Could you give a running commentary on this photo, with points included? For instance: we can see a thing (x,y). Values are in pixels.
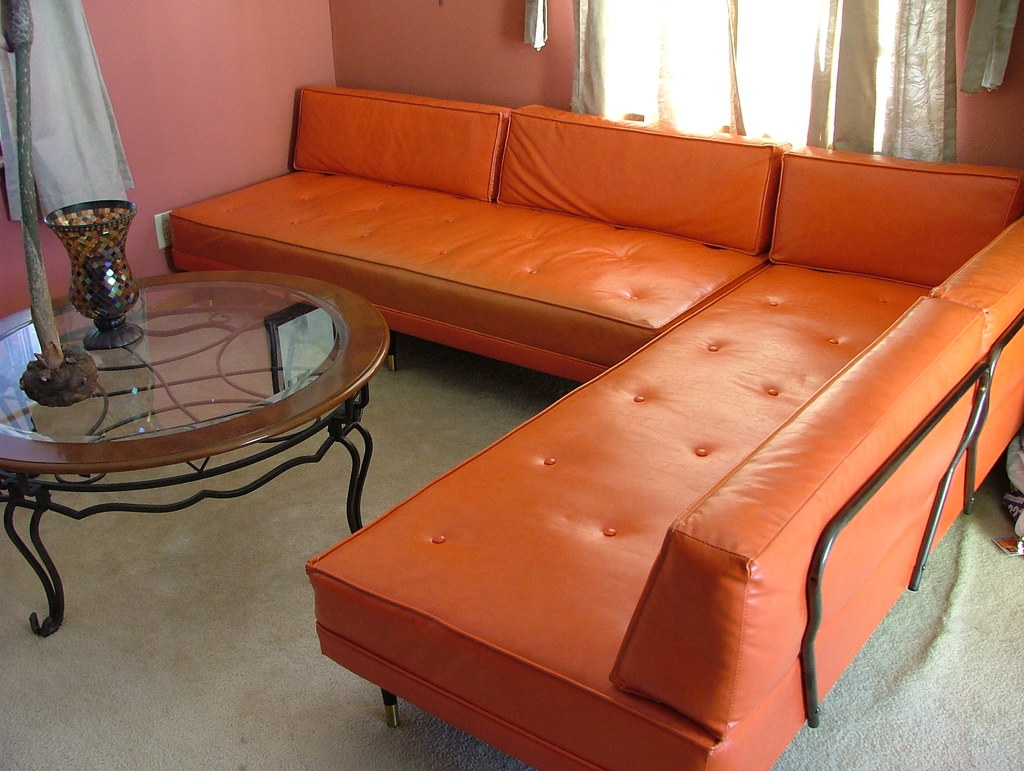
In this image there is a sofa (709,353) of orange colour. At the left side (78,437) there is a table (78,437) having a glass (55,236) and stick (83,353) on it. At the right side (926,157) there is a window (880,103) covered with curtain (908,117). At the left side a cloth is hanged to the wall (238,28).
